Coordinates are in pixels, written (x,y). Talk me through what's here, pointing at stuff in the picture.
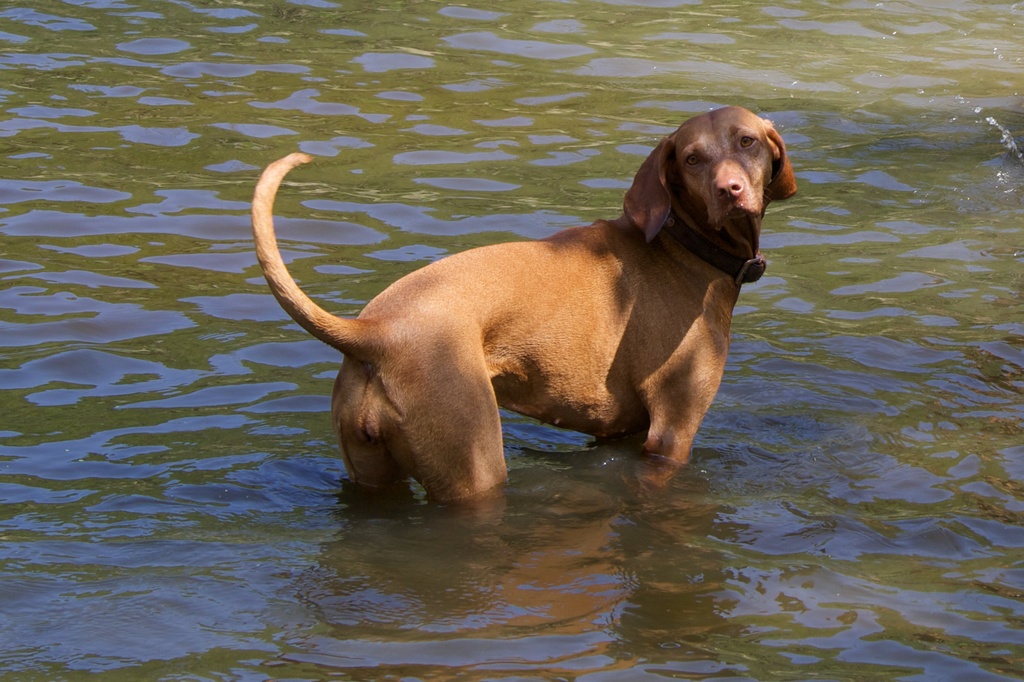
In this picture there is a light brown color dog (534,322) standing in the water (572,457). At the bottom (571,476) there is water (881,599) and there is a reflection (546,681) of dog (568,303) on the water (548,587).
